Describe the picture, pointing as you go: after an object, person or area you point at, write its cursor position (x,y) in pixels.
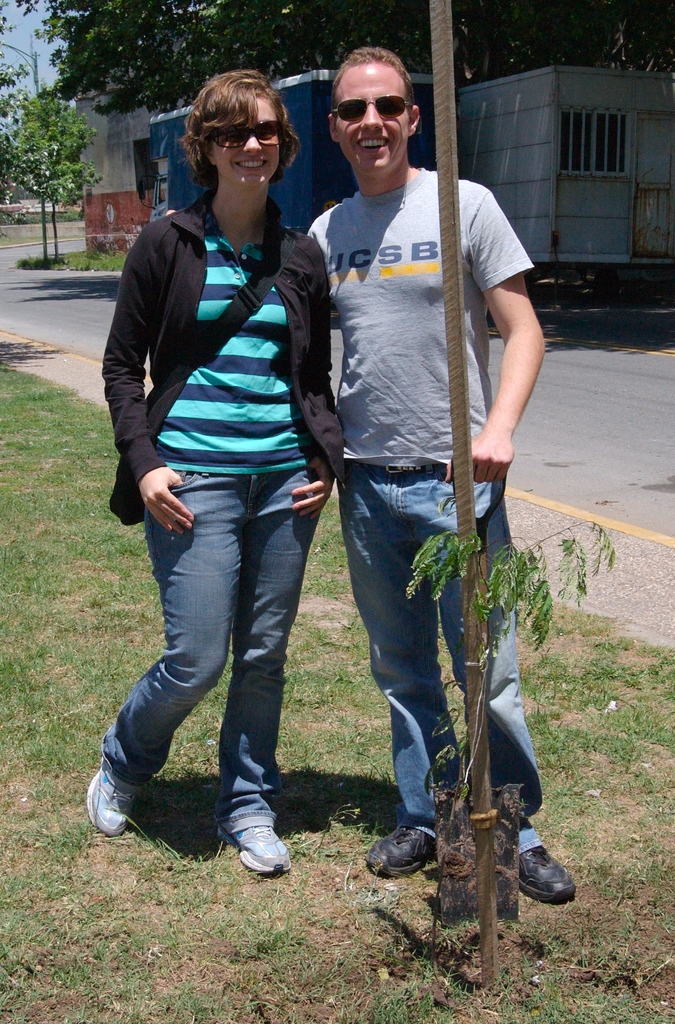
In this image there is grass (239,989) at the bottom (189,978). There are leaves (34,169) on the left corner (29,118). There is a wooden stick (484,923) with plant (496,591) and there are people (385,634) standing in the foreground (200,654). There is a road (645,493) on the right corner (651,504). There are vehicles (325,92), trees (278,60) in the background (168,36). And there is sky (51,69) at the top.
